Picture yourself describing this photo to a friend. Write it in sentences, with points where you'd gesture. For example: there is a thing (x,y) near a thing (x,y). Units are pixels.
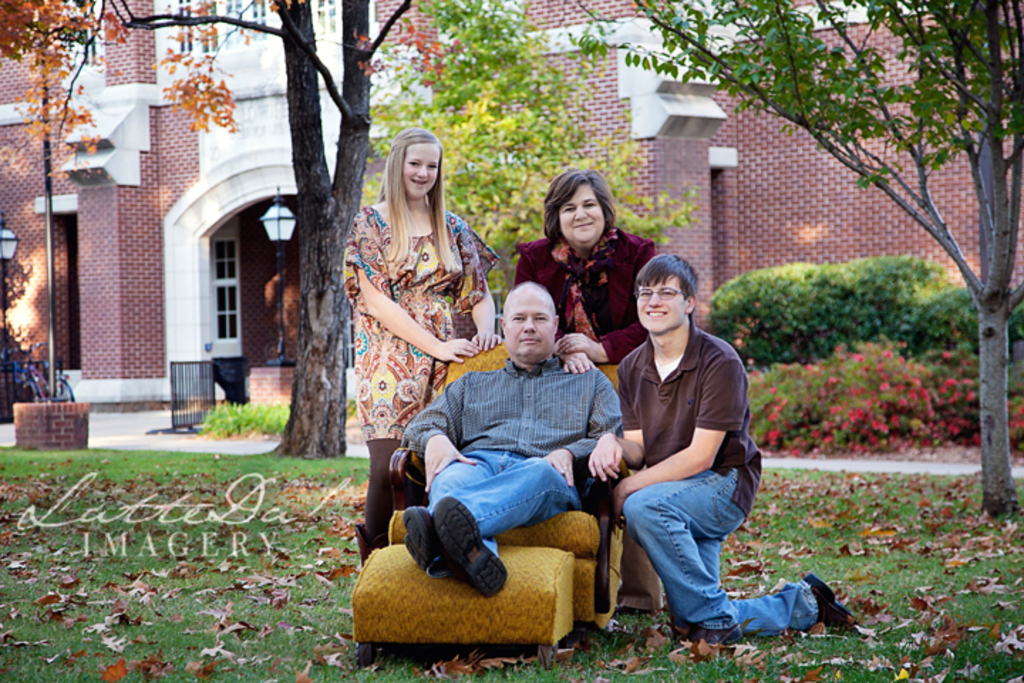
In the picture we can see the grass surface (115,570) with a dried leaves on it and four people (355,301), one man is sitting on the chair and behind them, we can see some trees (333,372) and behind it, we can see a part of the building (264,351) with a door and near it we can see the pole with lamp (275,212).
